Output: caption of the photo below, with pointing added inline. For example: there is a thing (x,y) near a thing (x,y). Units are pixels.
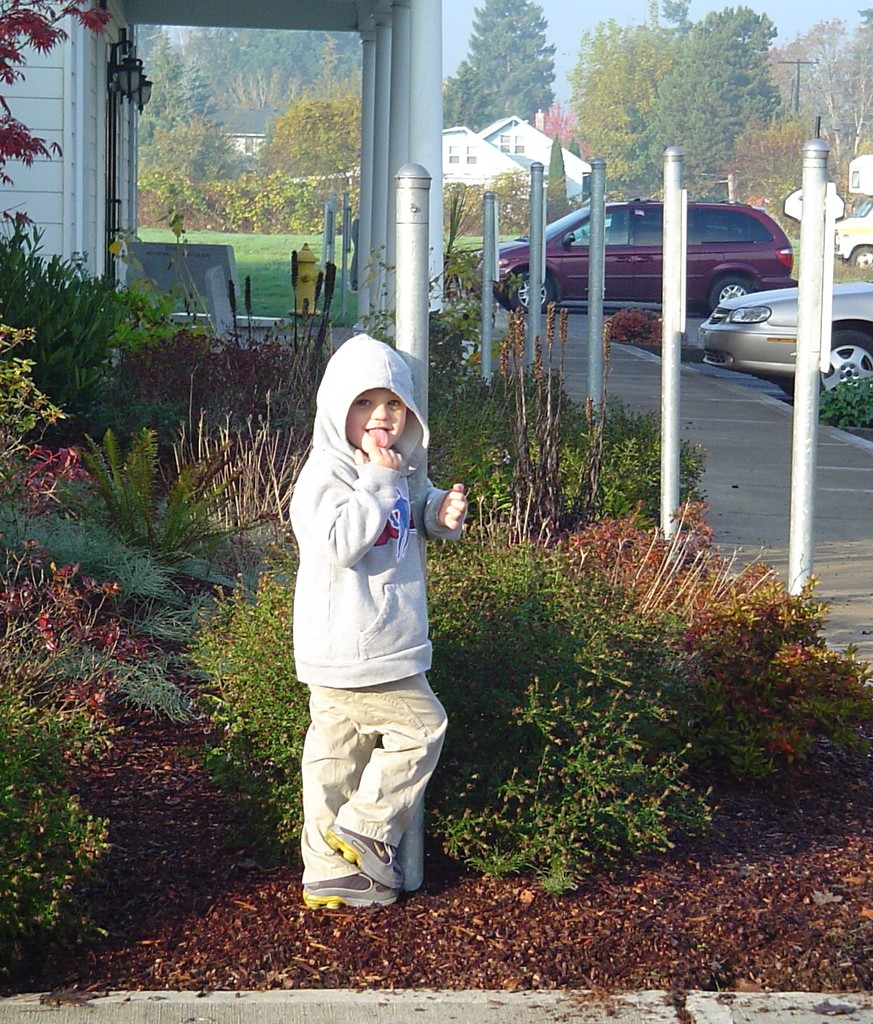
In front of the image there is a boy (336,590) standing by the pole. There are plants (488,583). At the bottom of the image (536,937) there are dried leaves (653,862) on the surface (602,902). There are poles (419,296), cars (784,359) and a water pipe (304,281). In the background of the image (568,153) there are trees (583,70), buildings (51,68). At the top of the image (561,13) there is sky (571,9).
